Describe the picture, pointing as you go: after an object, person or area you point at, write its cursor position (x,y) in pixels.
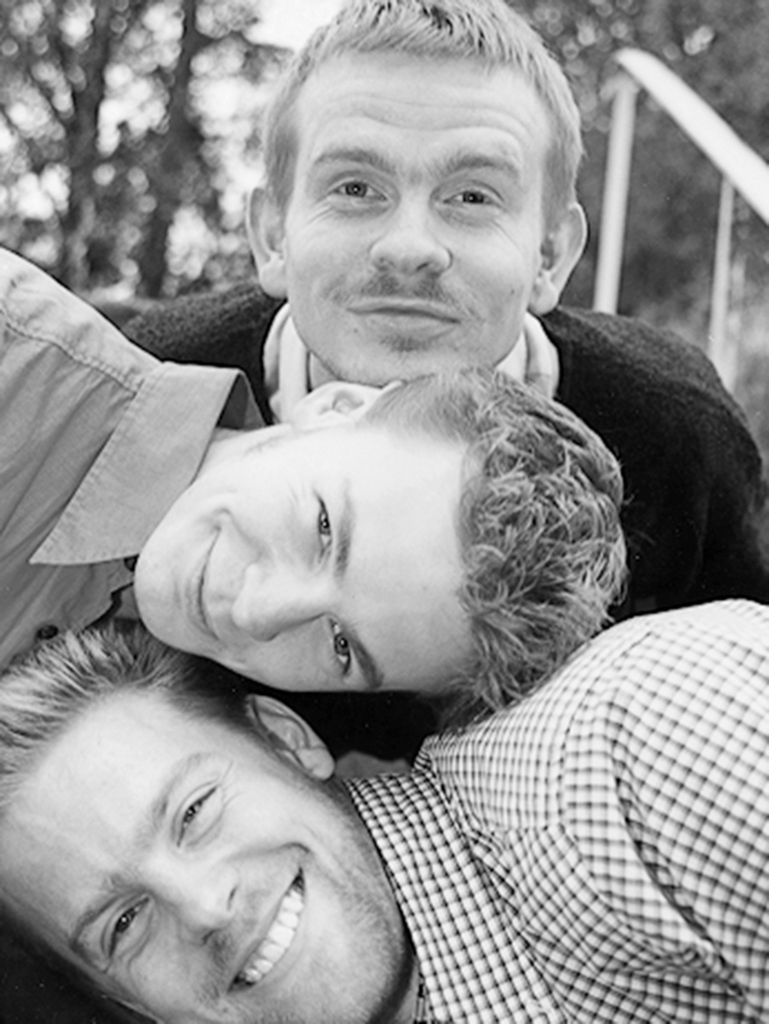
This looks like a black and white image. I can see three men (460,556) smiling. The background (196,167) looks blurry.
